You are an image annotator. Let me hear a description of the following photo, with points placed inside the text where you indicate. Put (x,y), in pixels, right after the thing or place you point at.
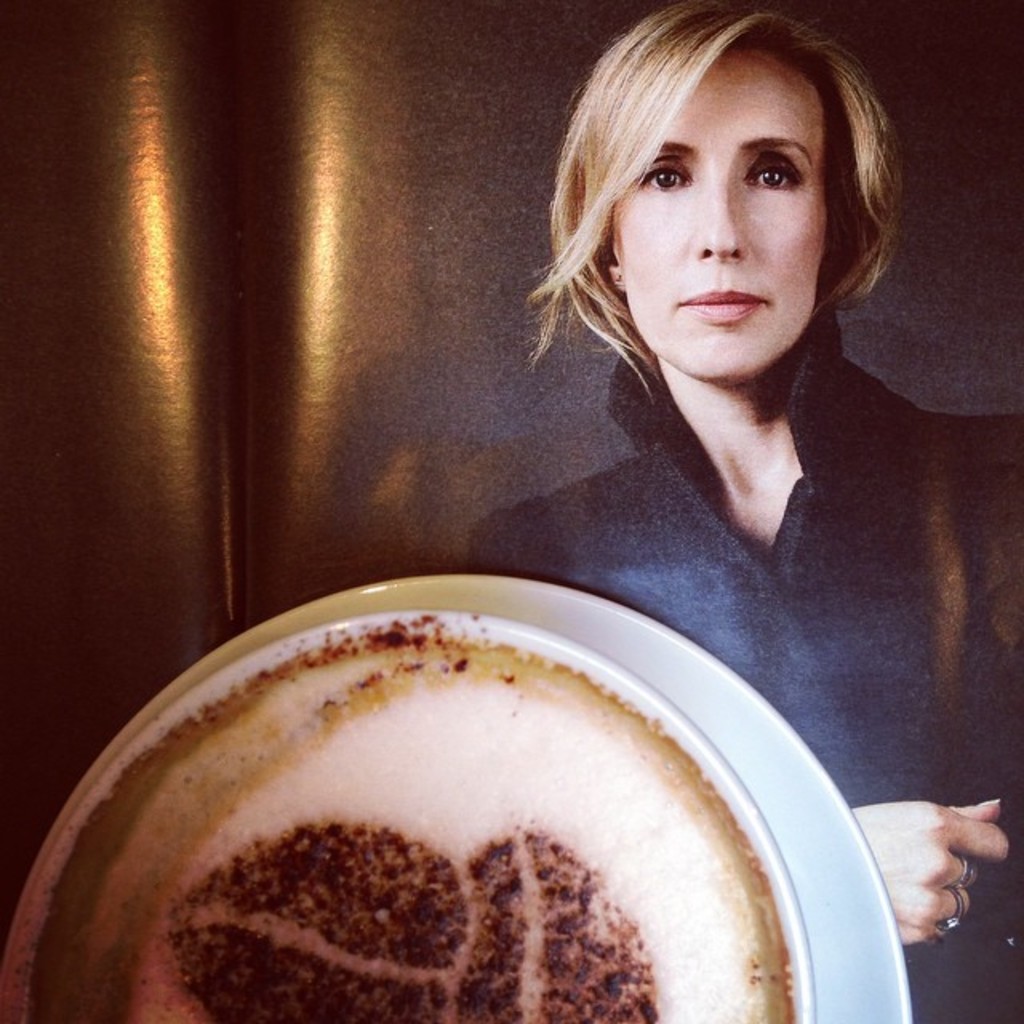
In this picture we can see a cup (763,848) and saucer (846,867) here, we can also see a woman (811,506) on the right side of the picture (801,298), we can see some drink (784,945) in this cup (25,958).
